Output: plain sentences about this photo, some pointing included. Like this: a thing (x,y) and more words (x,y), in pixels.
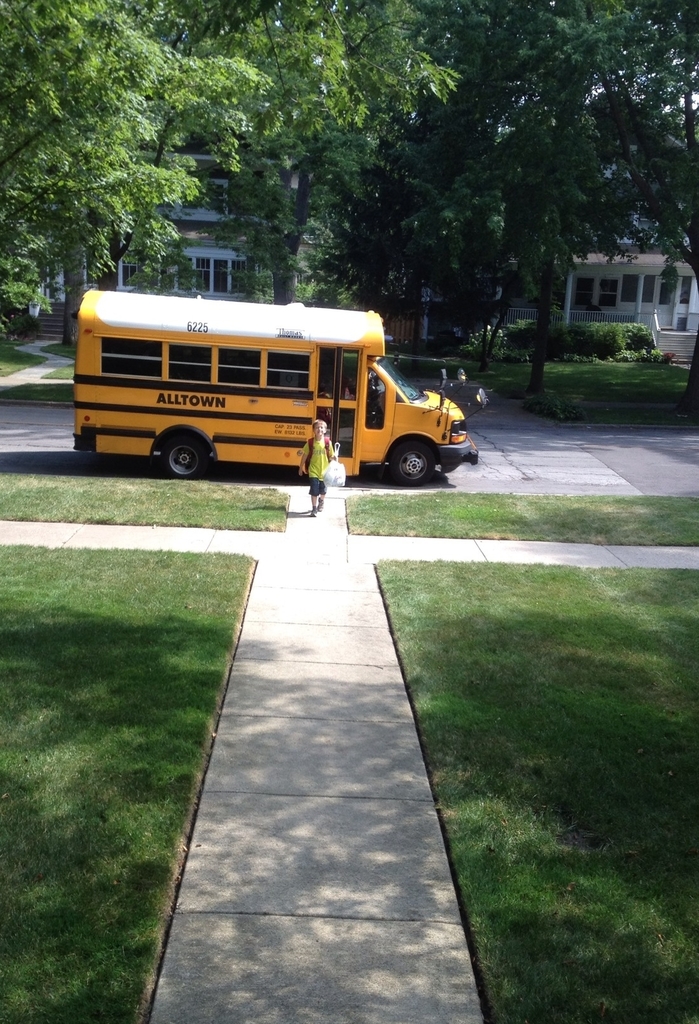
In this picture we can see some grass (270,491) on the ground (299,483). We can see a person (311,451) holding an object (339,467). There is a vehicle (236,337) on the path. We can see plants (627,352), trees (468,180) and a building (656,270) in the background (465,227).
